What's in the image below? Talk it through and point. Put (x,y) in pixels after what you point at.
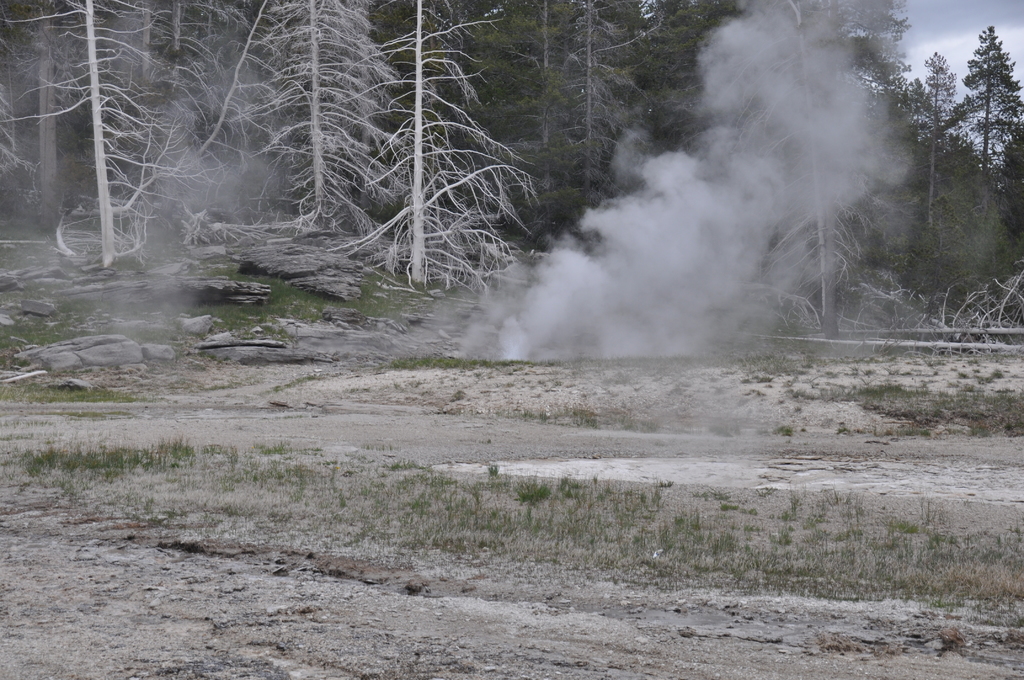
In this picture we can see a few plants (356,505) and stones (293,337) on the path (549,367). We can see smoke (568,293) in the air (834,83). There are a few trees (395,160) in the background (394,142).
